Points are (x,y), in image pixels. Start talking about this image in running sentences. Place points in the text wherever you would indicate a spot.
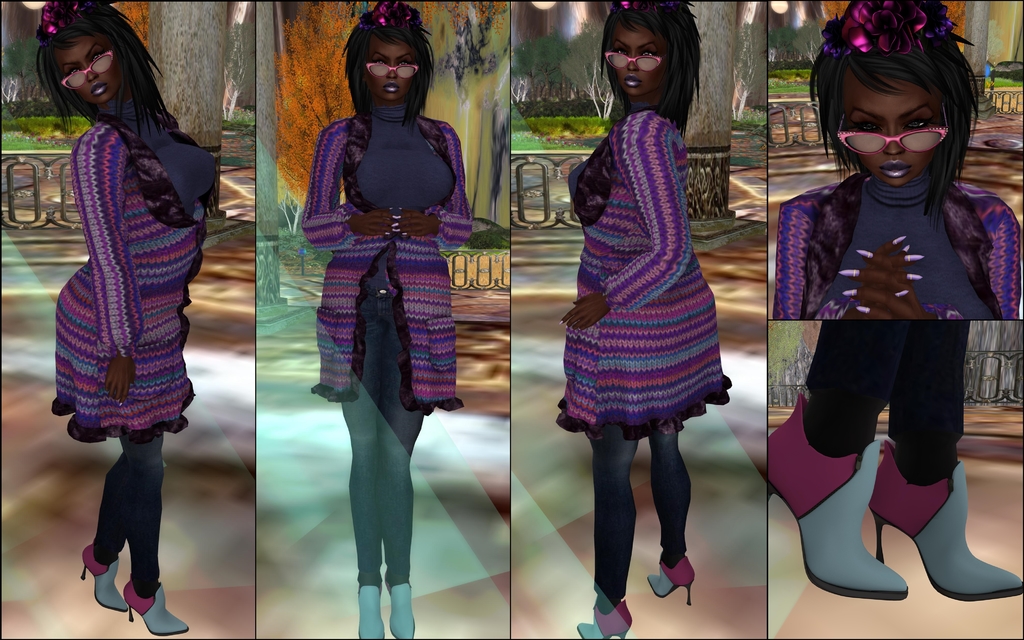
This is collage picture, in these pictures we can see same woman (76,185). In the background (600,51) we can see painting (536,87) of plant (587,55) and tree trunk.
